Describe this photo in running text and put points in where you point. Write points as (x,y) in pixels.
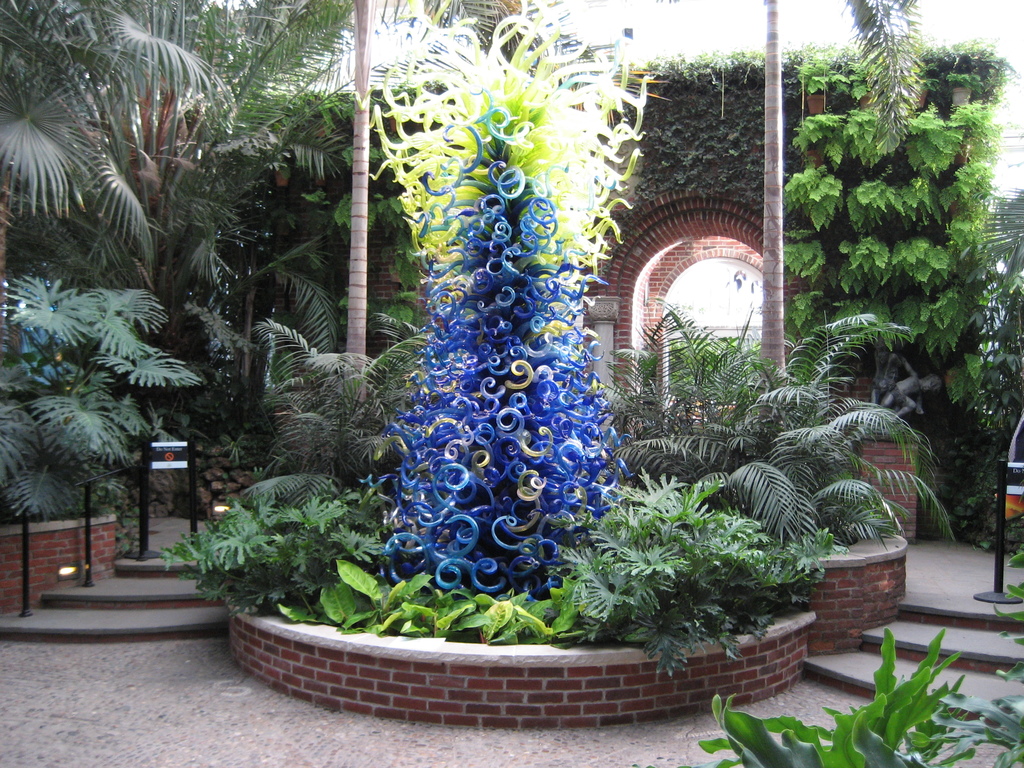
In this image there are plants (212,268) and trees (353,317).
